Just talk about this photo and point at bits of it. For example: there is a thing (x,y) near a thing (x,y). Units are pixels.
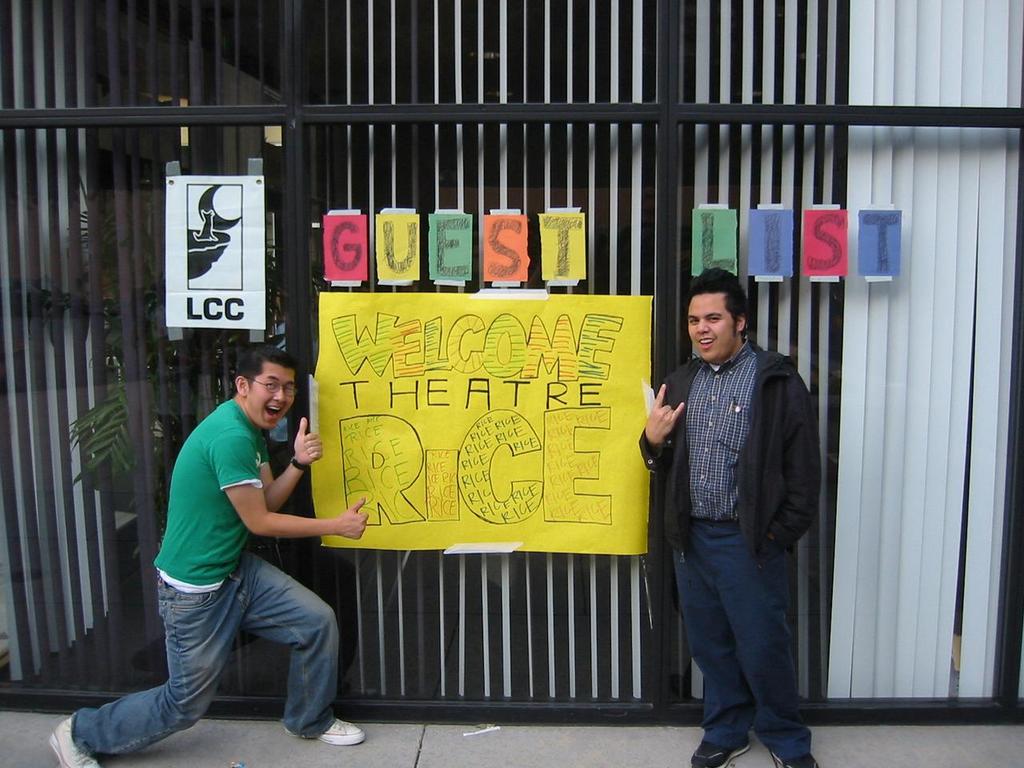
In this picture we can see two men (195,589) standing, we can see glass (125,341) in the background (113,304), there are some papers (564,225) pasted on the glass (162,251), from the glass (145,251) we can see window blind (501,101) and a plant (111,400).
